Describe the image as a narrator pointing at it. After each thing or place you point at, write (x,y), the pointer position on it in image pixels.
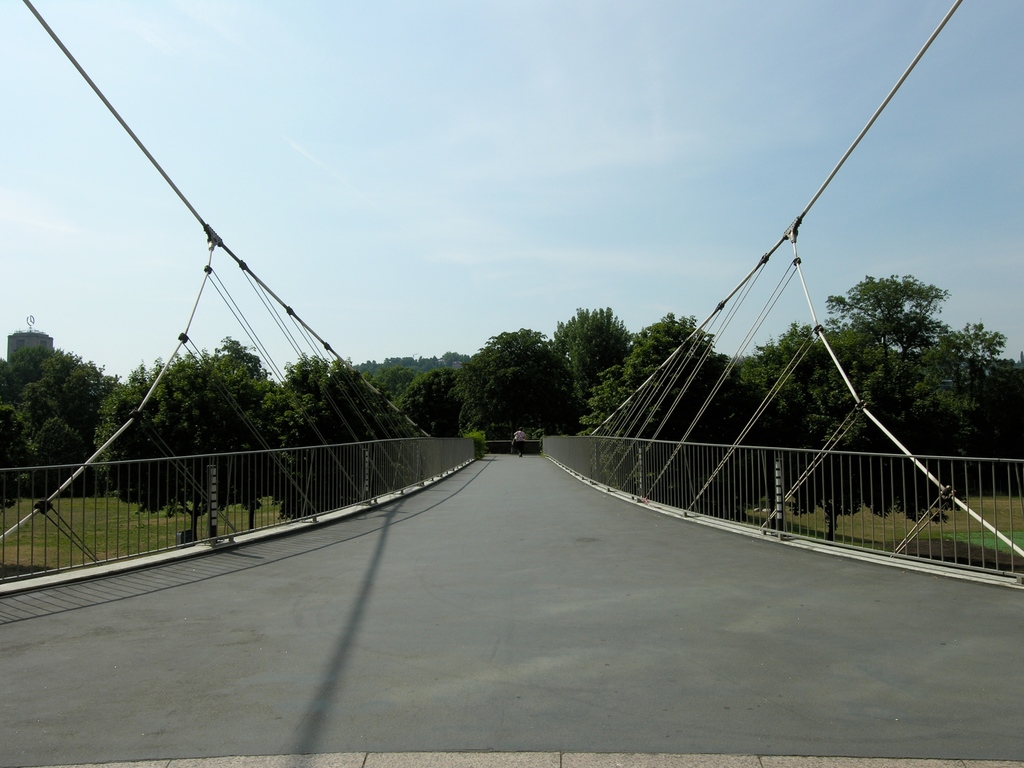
In this picture we can see a bridge (585,678) in the front (531,636), in the background (680,384) there are some trees (496,384) and grass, we can see a person (520,438) in the middle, there is the sky (561,107) at the top of the picture (561,107).
